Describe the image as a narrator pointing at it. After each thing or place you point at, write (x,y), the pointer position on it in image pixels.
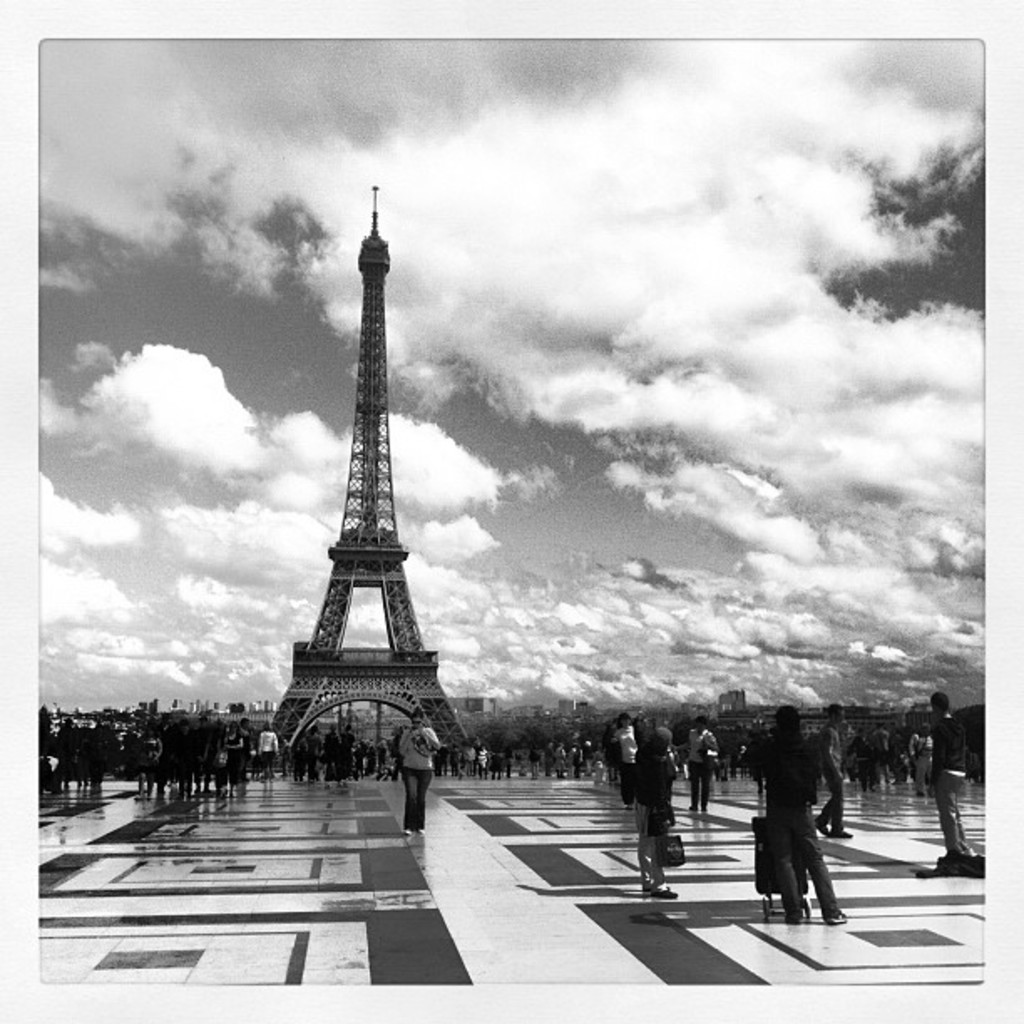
This is a black and white picture. In this picture, we see the people (959,822) are standing. In the middle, we see a woman (424,820) is standing and she is holding an object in her hands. Behind her, we see an Eiffel tower (348,590). There are trees (579,718) in the background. At the top (512,253), we see the sky (526,465) and the clouds (568,222). This picture might be a photo frame (8,647).
